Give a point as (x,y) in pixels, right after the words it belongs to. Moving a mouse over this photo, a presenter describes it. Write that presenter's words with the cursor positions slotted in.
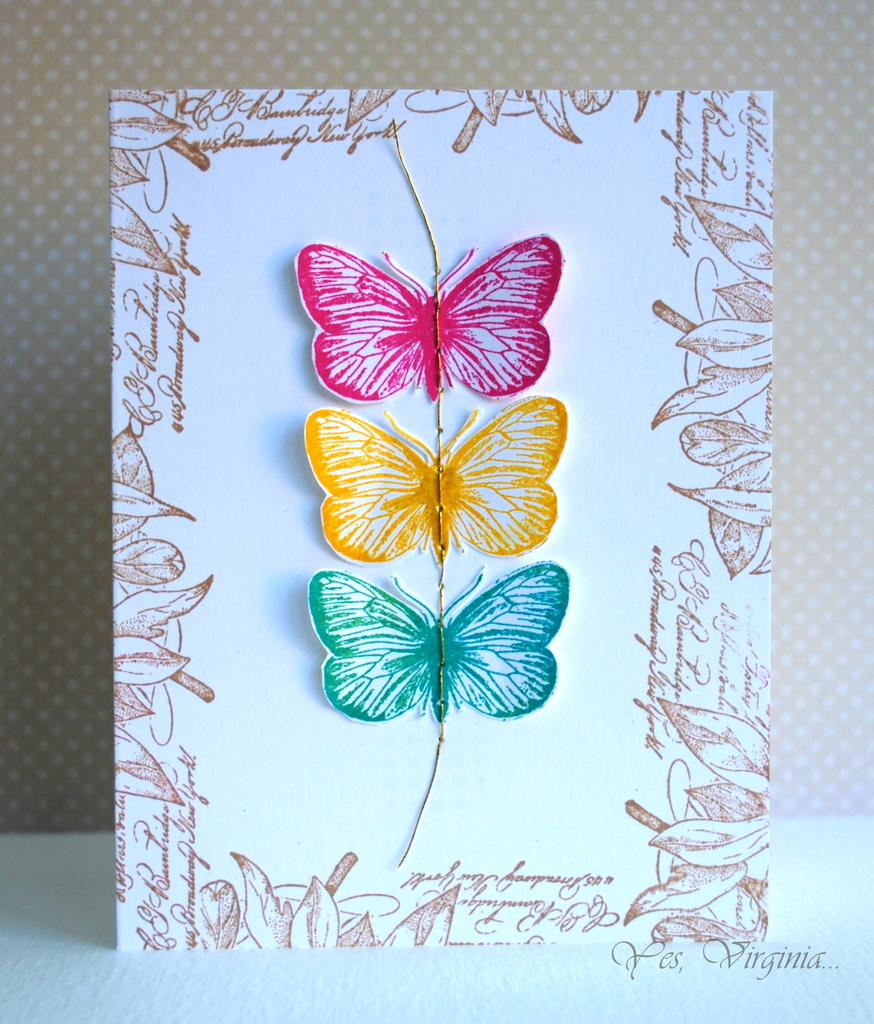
In the middle of the image (305,639) we can see a paper (267,435), on the paper (553,347) there is drawing (517,256). Behind the paper (680,374) there is wall (364,48).
